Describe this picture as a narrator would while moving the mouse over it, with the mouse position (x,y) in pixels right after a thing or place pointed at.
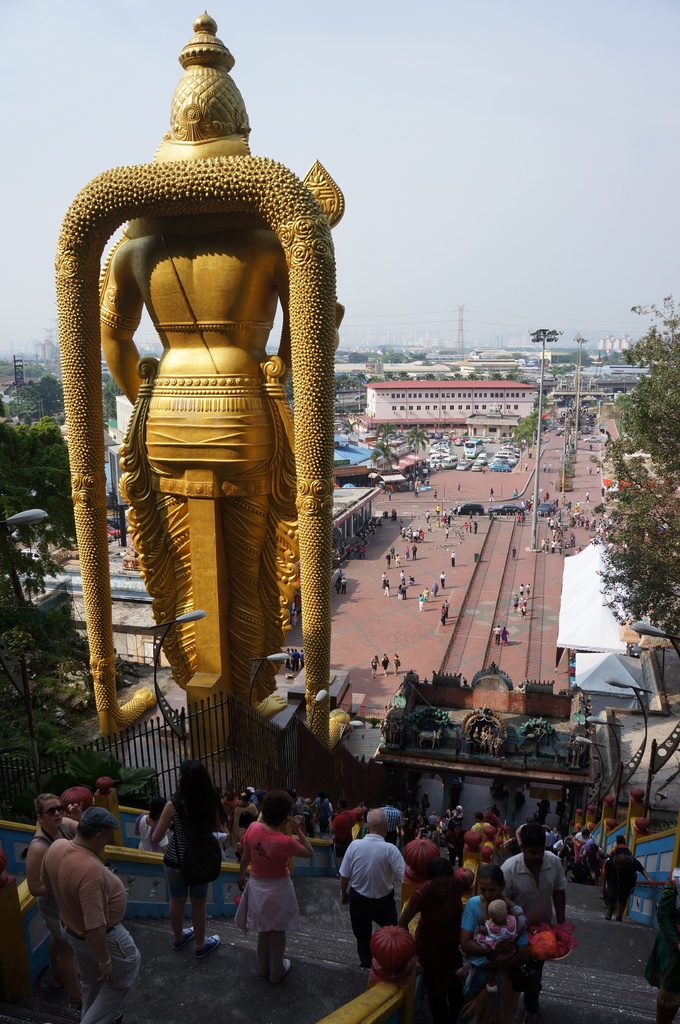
In the foreground of this image (228,416), we see a sculpture (219,538) standing. On bottom (520,920), there are persons (493,926) walking on stairs (615,933) and on right (646,525), we see trees (646,553) buildings (573,379), persons (562,521), vehicles (587,430) and street poles (576,395). On left (44,552), we see trees (28,464), poles (24,379) and the sky (84,67).
